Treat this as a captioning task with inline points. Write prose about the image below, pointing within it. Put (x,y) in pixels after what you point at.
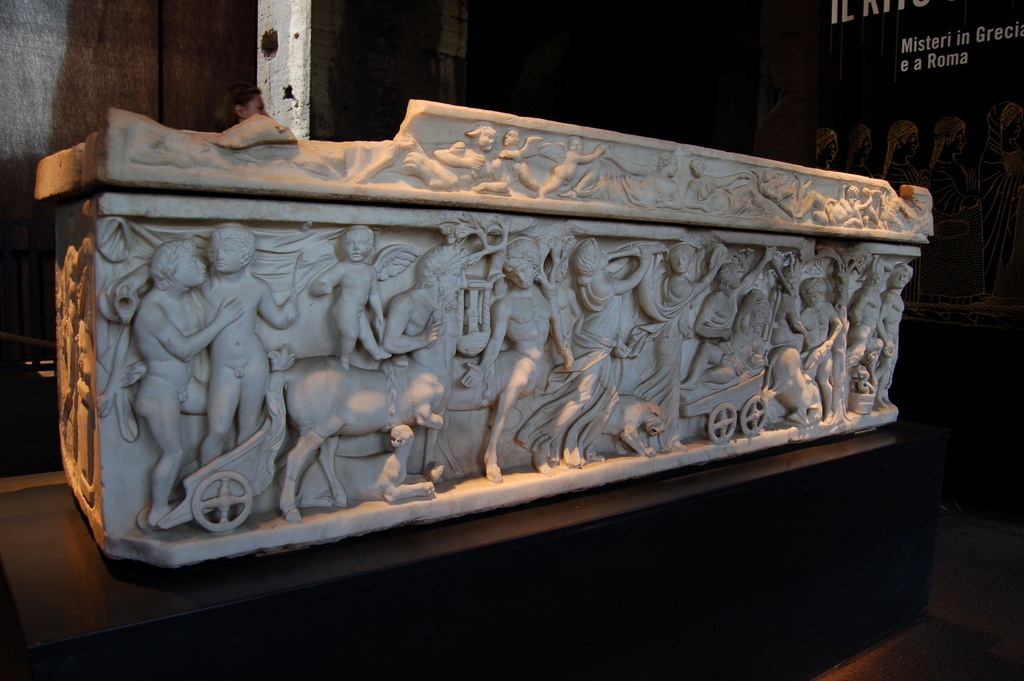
In this picture we can observe a marble (293,473). There are some carvings (375,369) on the marble (147,311). We can observe carvings (147,311) of humans (219,367) on this marble (457,252). There is a white color pillar (271,72). In the background (106,48) we can observe a wall (136,52).
